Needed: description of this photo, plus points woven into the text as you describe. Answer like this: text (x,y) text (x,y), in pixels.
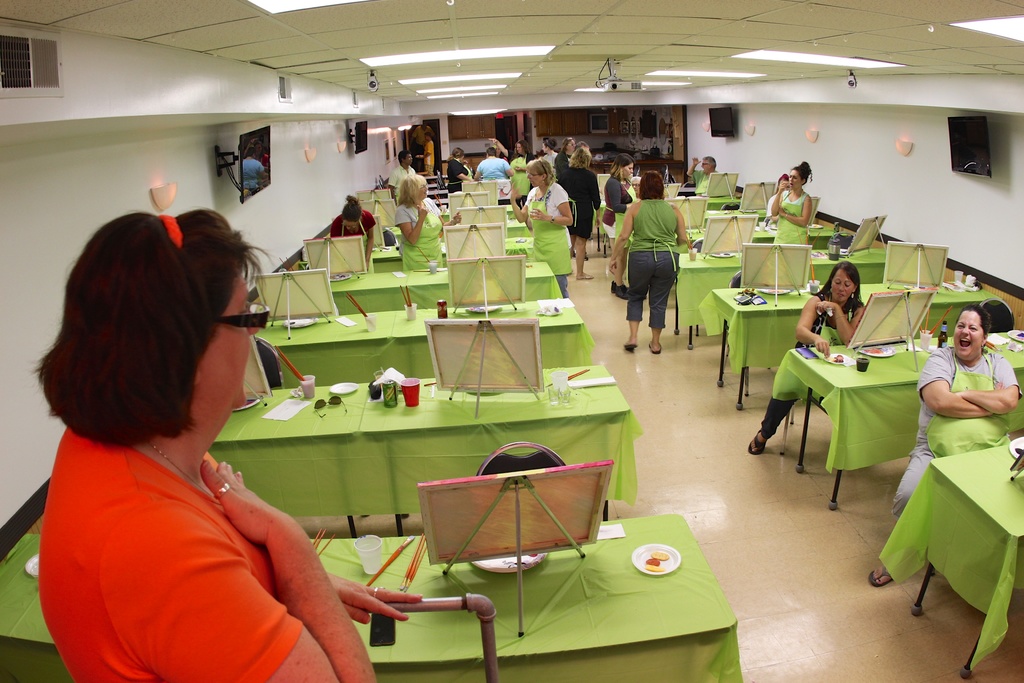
In the foreground of the image (65,471) there is a lady (116,554). In the background of the image (518,166) there are people (668,262), tables (721,260). To the left side of the image (260,204) there is wall (336,177) on which there are TV screens (251,141). To the right side of the image (913,194) there is wall (741,171) and TV screen (733,125). At the top of the image (827,43) there is ceiling (221,20) with lights (334,1). At the bottom of the image (821,644) there is floor (818,658).
